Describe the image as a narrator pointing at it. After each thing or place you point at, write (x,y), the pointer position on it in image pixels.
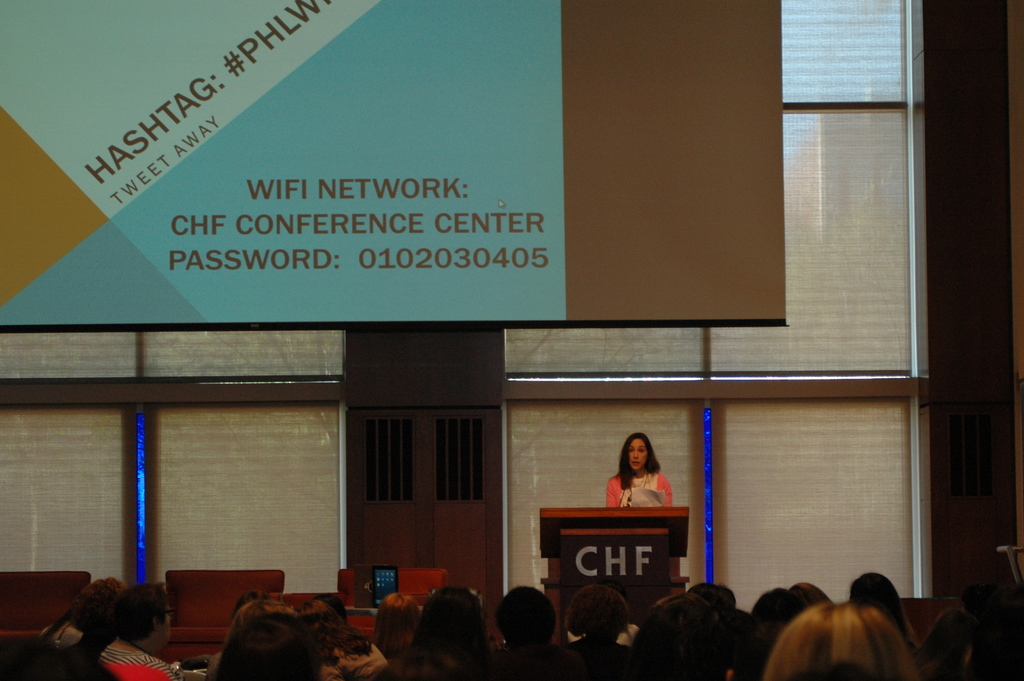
At the bottom of this image (445,645) I can see many people (479,645) facing towards the back side (595,645). In the background (634,490) there is a woman (642,449) standing in front of the podium (618,532) and speaking on the microphone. At the top of the image (355,89) there is a board (369,176) attached to the wall (812,135). On the board (248,202), I can see some text (415,186).
